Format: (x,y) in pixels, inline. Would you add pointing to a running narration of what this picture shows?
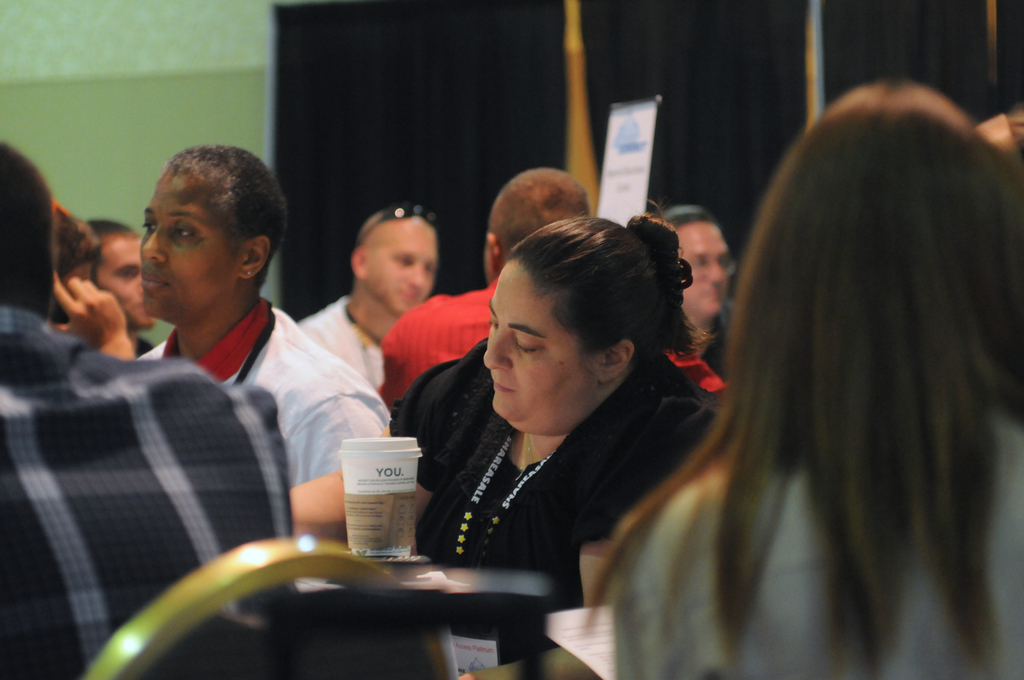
In the image there are many people (422,224) sitting around the tables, on one of the table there is a coffee cup (364,503) and behind the people (767,385) there is a black curtain (726,91) and in front of the curtain (548,100) there is a small notice board (632,158).
